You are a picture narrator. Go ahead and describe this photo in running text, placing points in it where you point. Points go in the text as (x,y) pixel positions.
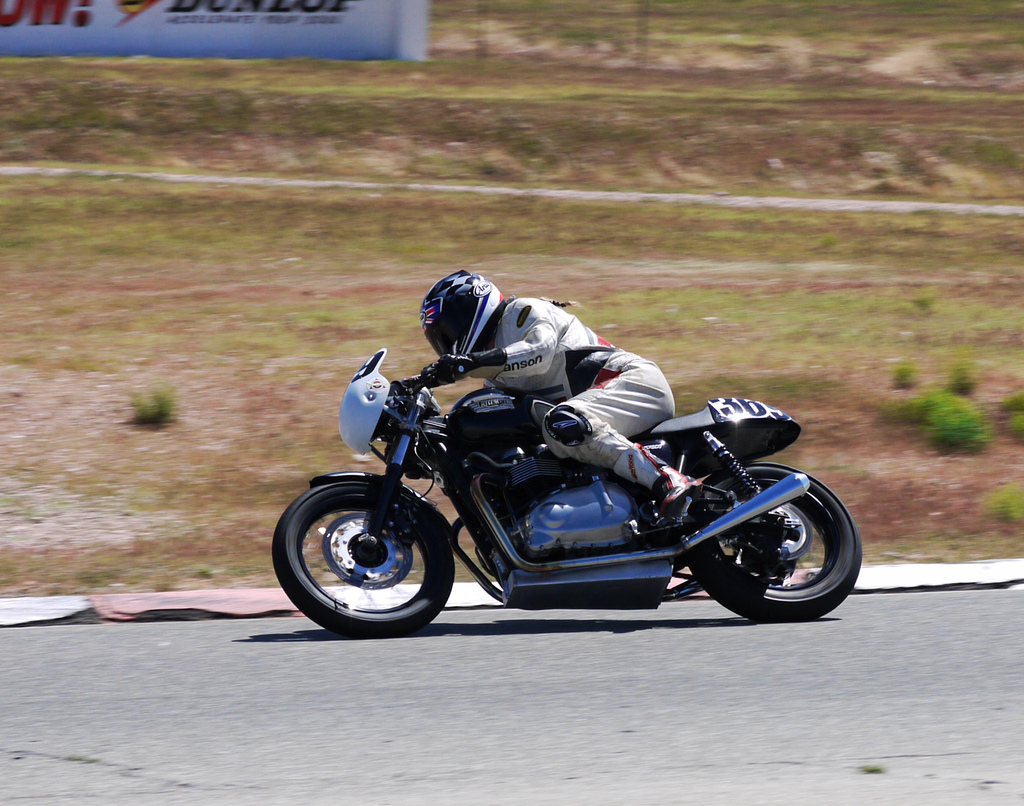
In this image we can see a person (679,500) driving a motor vehicle (672,538) on the road (244,646). We can also see some plants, grass (415,288) and a board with some text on it.
